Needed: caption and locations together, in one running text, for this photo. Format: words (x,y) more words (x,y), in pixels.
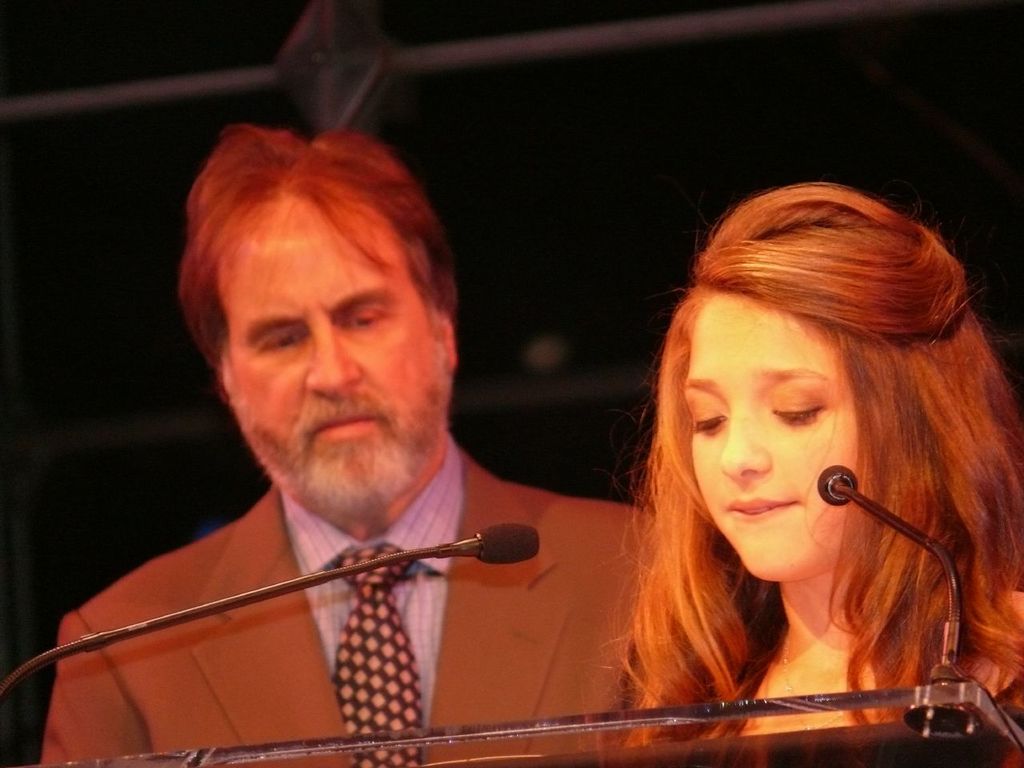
In the center of the image (403,413) we can see two persons (390,398) standing at the desk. In the background (701,80) we can see a wall (165,134).
